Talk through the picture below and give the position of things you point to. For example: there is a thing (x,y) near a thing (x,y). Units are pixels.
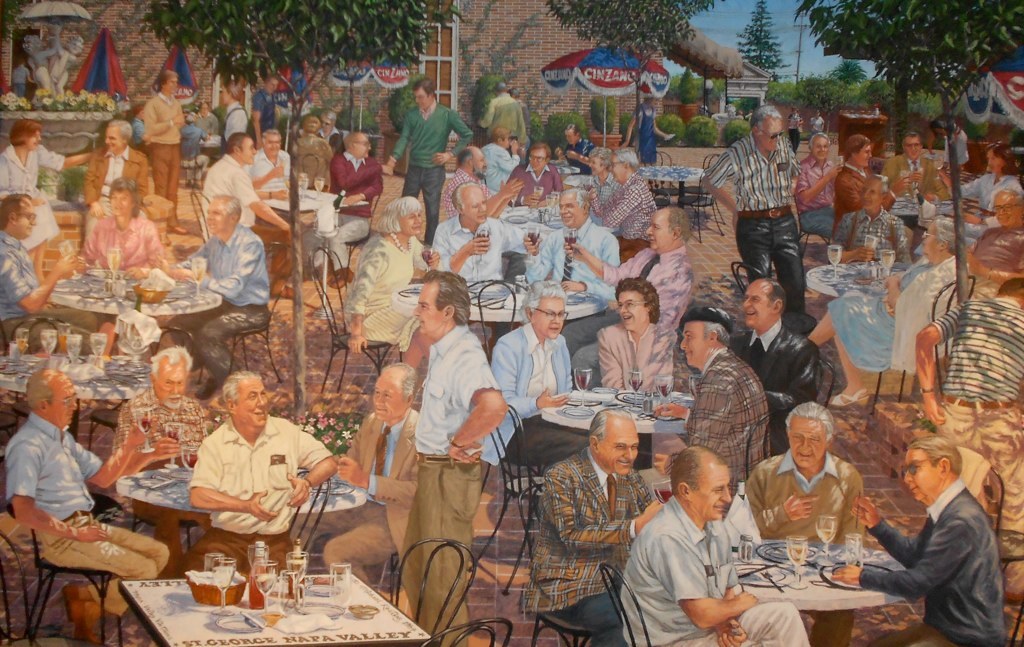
In this image I can see a painting (961,306) of people (123,544) sitting on chairs (305,533) and also I can see number of tables (148,595), glasses (270,575), trees (266,56) and a building (448,82).
